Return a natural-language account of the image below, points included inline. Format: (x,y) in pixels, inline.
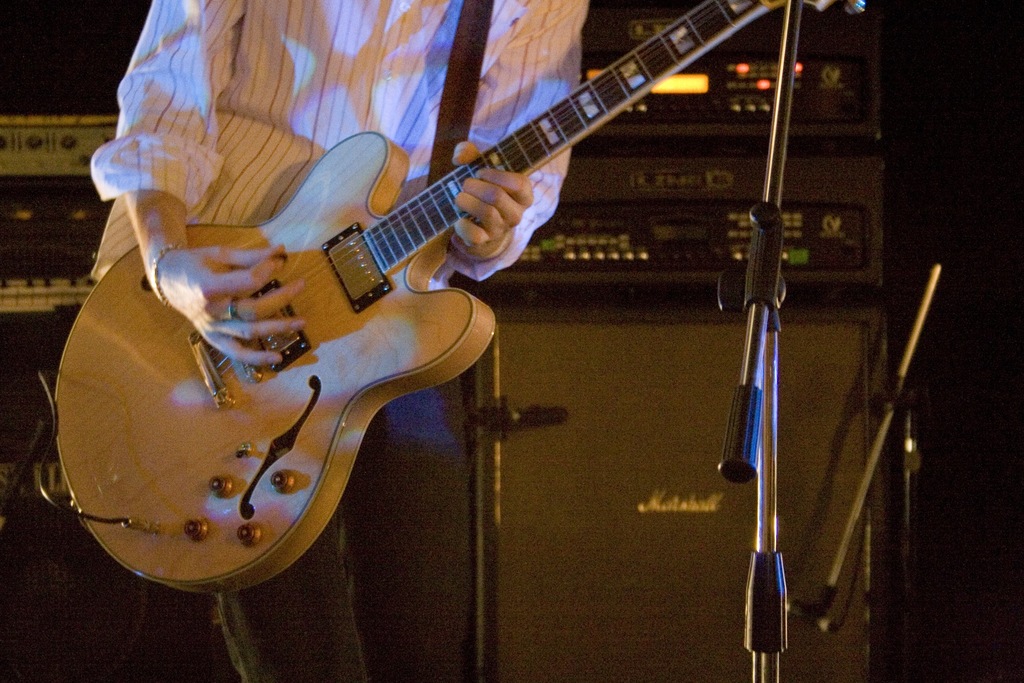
Person (469,189) is wearing a shirt (355,50) and a pants (337,528) and he is holding a guitar (350,272) and playing it. There are mic stands (742,387) and behind him some equipment (608,241) are there.
